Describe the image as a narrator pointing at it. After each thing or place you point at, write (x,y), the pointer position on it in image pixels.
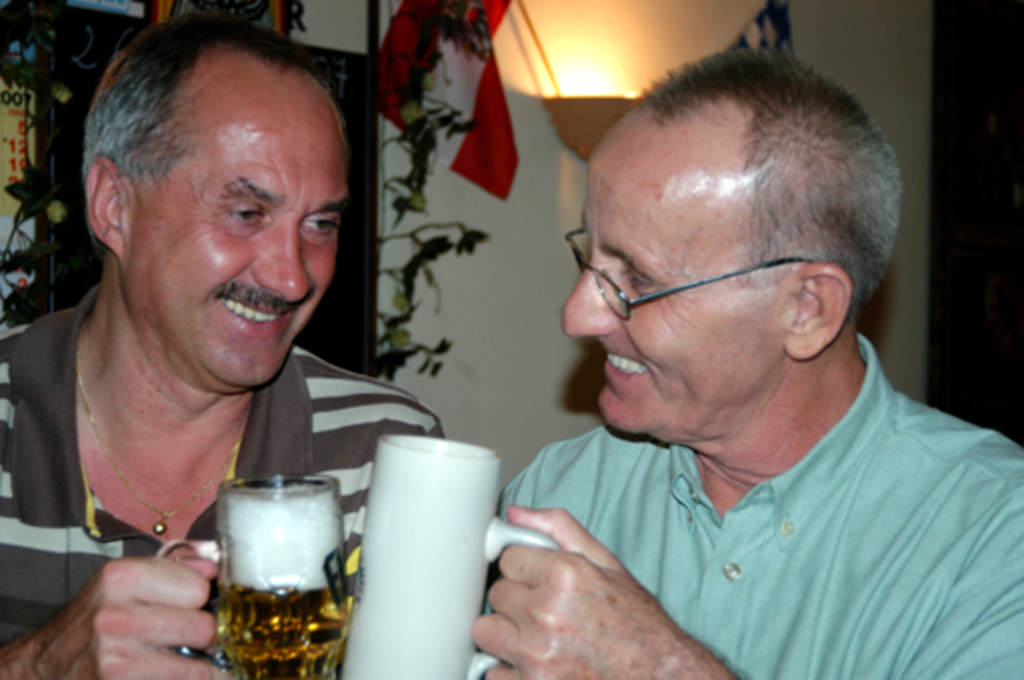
In this Image I see 2 men (976,639) who are holding the cups (399,534) and I can also see they are smiling. In the background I see the light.
